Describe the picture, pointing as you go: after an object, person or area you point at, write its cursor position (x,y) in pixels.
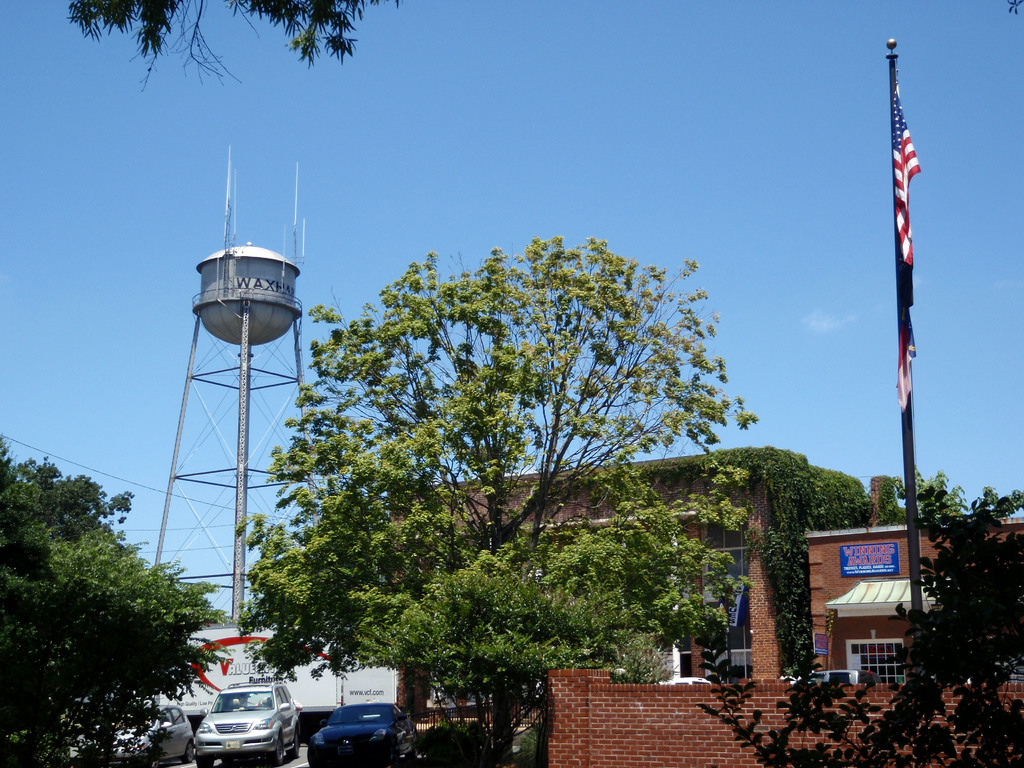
In this picture I can see the trees (262,577), wall (607,724) and the cars (257,685) in front (14,623) and in the middle of this picture (469,492) I see buildings (750,535) on which there are plants (782,484). In the background of this picture (258,310) I see a water tank (235,341) and I see the sky (648,156) and on the right side of this picture (891,56) I see a pole (891,56) on which there is a flag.
